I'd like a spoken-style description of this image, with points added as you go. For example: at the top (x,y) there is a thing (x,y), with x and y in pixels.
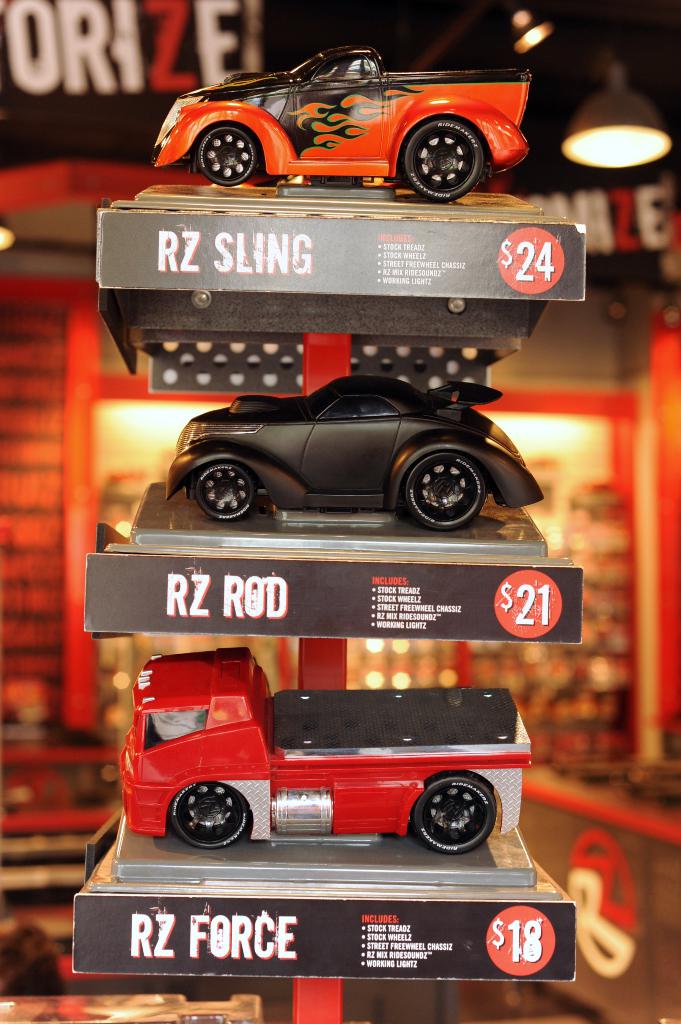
In this image we can see a few toy vehicles (385,161) on the shelves (199,580) with some text (384,607), at the top of the roof (495,6) we can see some lights (602,105).
